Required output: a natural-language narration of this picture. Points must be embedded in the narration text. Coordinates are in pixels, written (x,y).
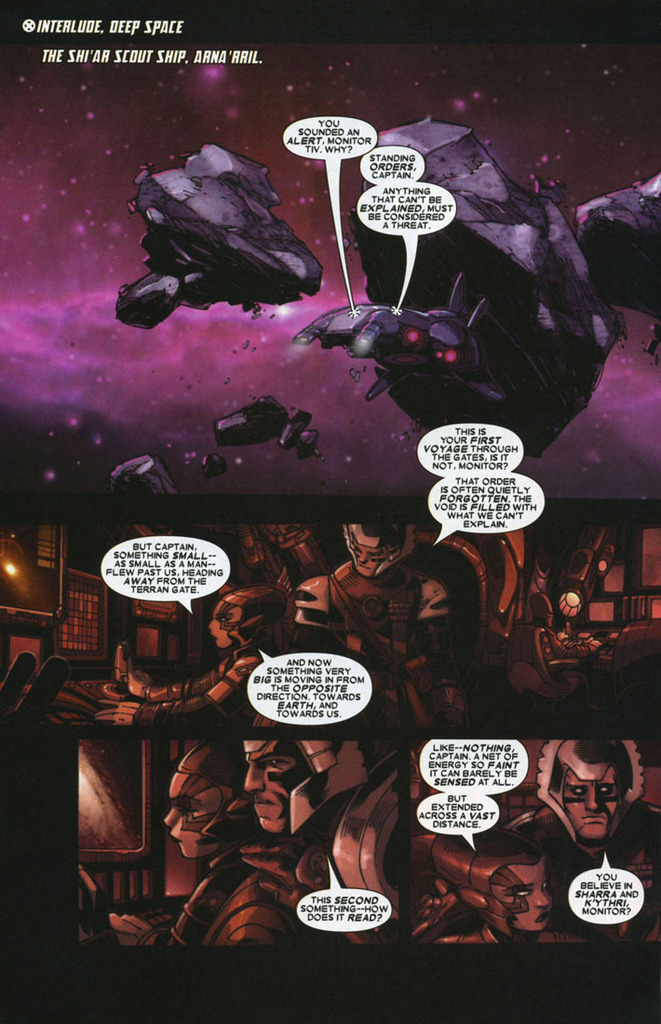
In this image we can see animated pictures (407,670) and some text (152,571) was written on them.
